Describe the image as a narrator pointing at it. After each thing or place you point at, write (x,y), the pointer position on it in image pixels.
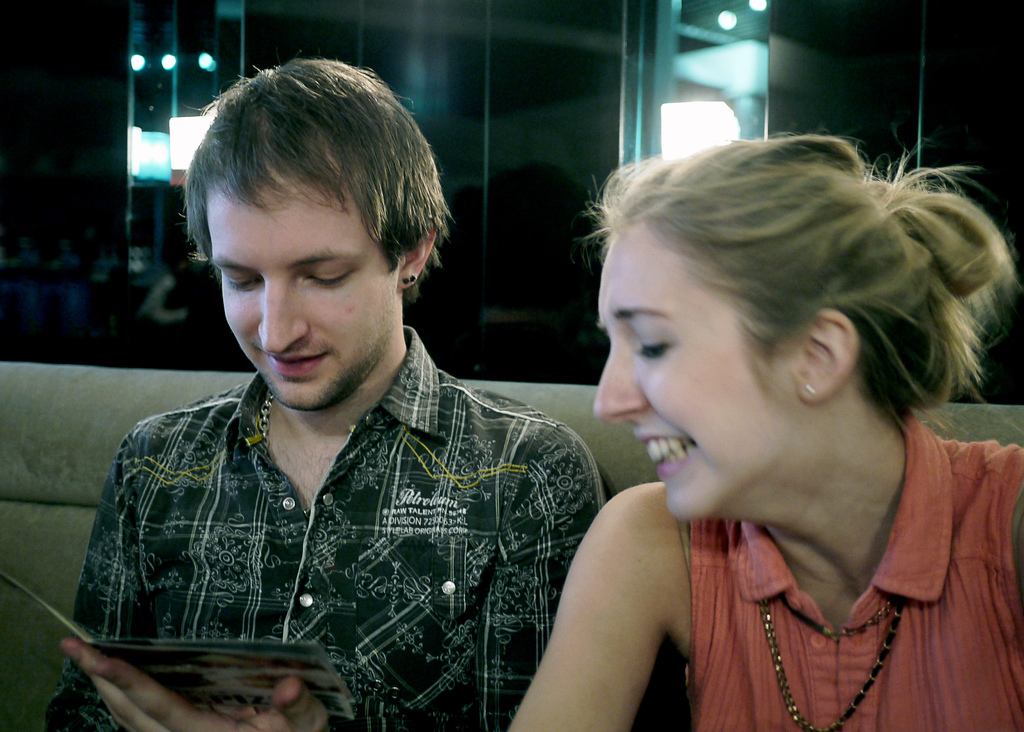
In this image we can see a man (451,582) and a woman (782,669) sitting on the couch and man (280,637) is holding a paper (195,690) in the hands (144,673).
